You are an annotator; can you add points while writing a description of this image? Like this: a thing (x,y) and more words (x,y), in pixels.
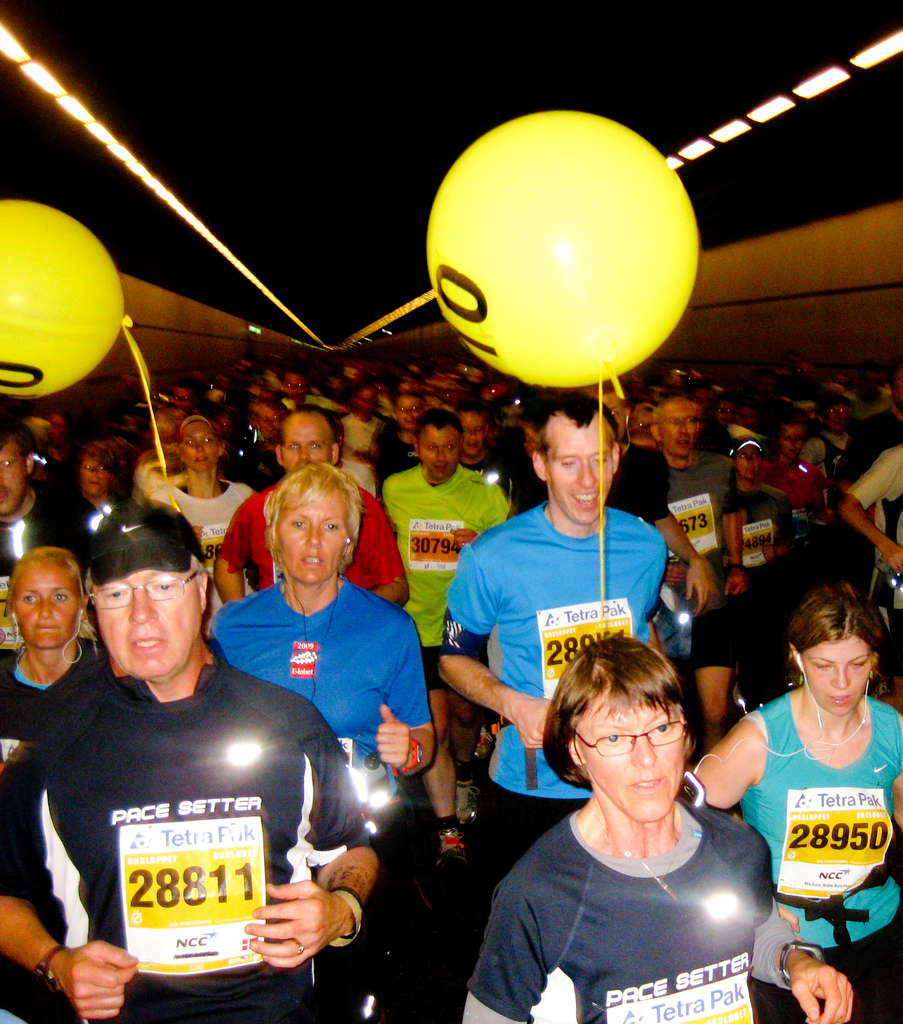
In this picture there are many persons (415,656) running and there are two yellow color balloons (100,309) above them.
